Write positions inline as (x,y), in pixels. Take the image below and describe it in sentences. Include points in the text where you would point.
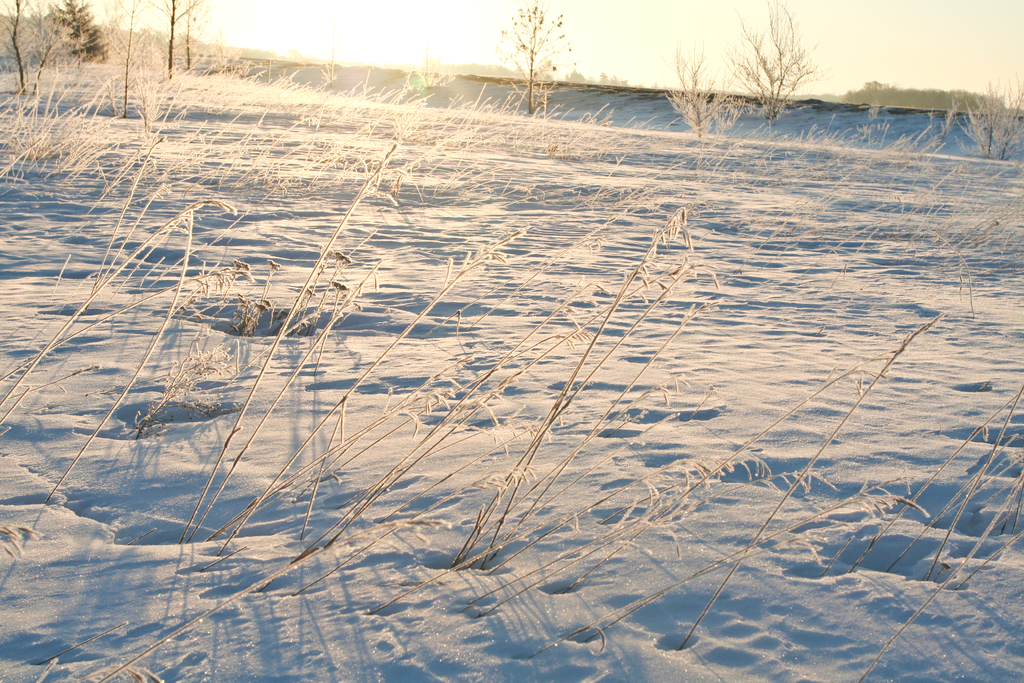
At the bottom of the picture (492,526), we see plants (639,601) and ice (484,544). There are trees (691,120) in the background (18,41). At the top of the picture (341,45), we see the sun (303,33) and it is a sunny day.
